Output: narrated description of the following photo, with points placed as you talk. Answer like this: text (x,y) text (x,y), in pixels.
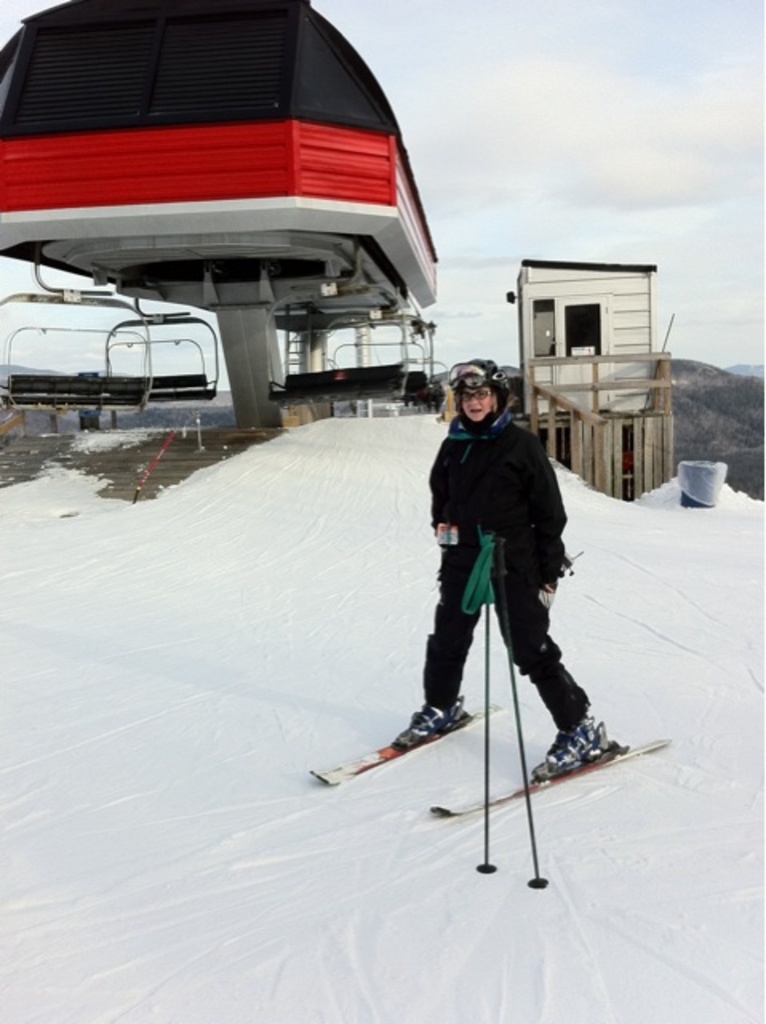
In this image in front (242,846) there is a person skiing on the snow (313,856). In the background (289,292) there is a ropeway station (323,226). Beside the ropeway station (348,295) there is a room (606,345). In front of the room (615,336) there is a wooden fence (649,477). In the background of the image (559,60) there is sky (596,79).
